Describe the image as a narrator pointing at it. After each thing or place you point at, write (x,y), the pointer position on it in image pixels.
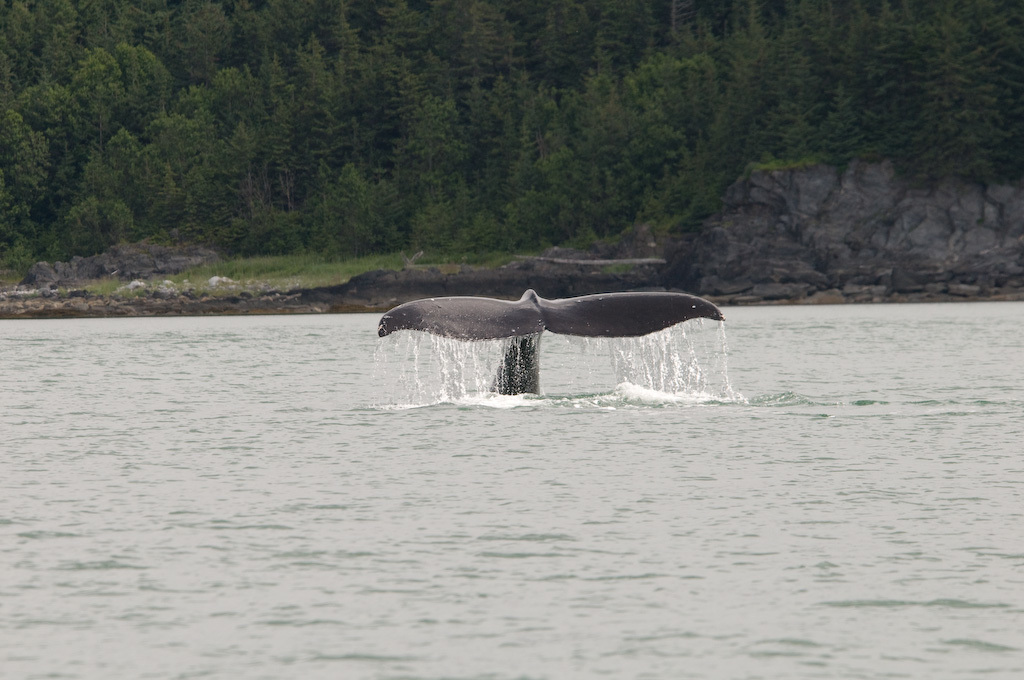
Here we can see water (662,585) and water animal (549,324). Background (784,75) there are trees (394,62).
